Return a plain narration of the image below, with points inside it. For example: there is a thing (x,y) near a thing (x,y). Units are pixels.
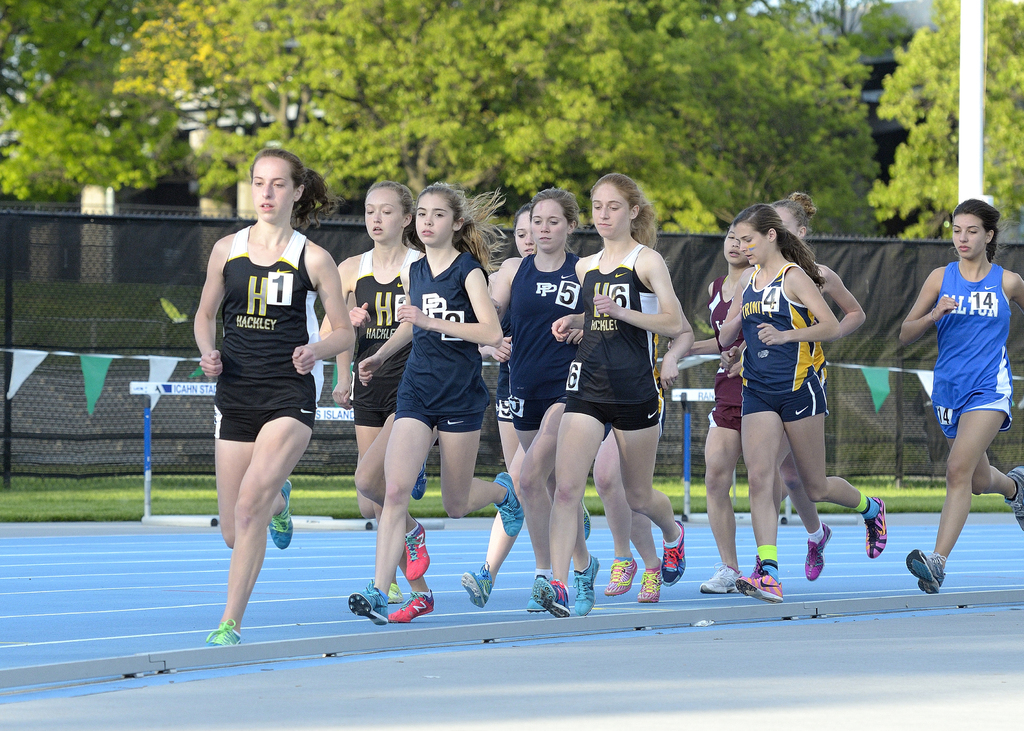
In this image we can see women (365,486) are running, there is a fencing (122,383), there are flags (94,408) attached to a rope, there are boards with text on it, there is a pole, there are trees (796,105), also we can see a house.
